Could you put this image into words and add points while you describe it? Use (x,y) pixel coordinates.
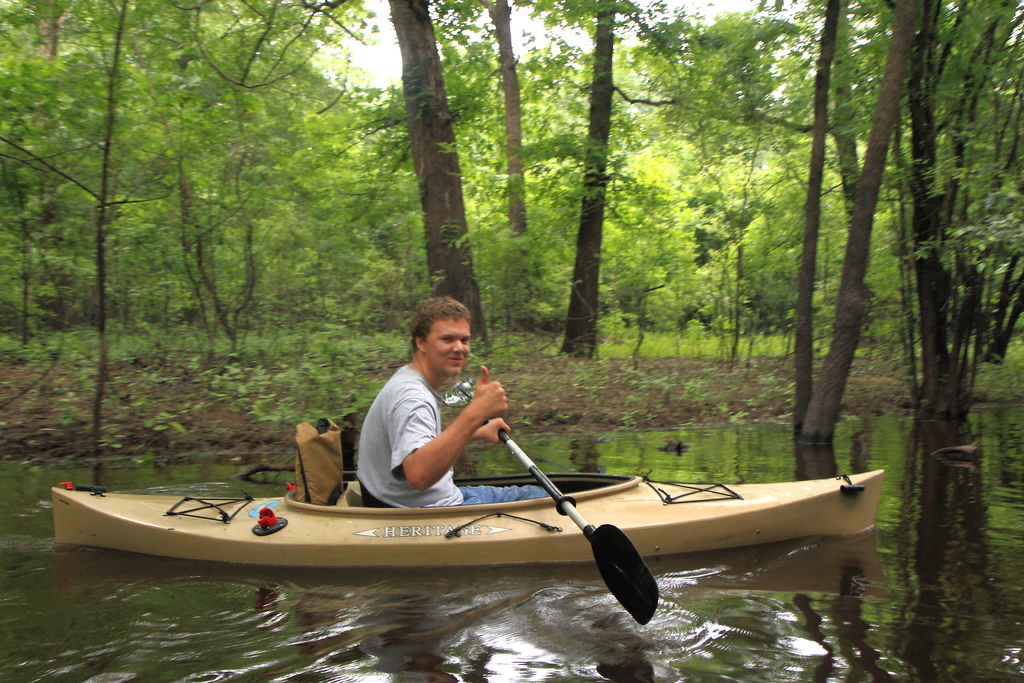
In this picture we can see a person (388,392) sitting on a boat (121,514). He is holding a paddle (652,604) in his hand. This boat (201,538) is in water (924,564). We can see a few trees (166,225) in the background (129,322).
